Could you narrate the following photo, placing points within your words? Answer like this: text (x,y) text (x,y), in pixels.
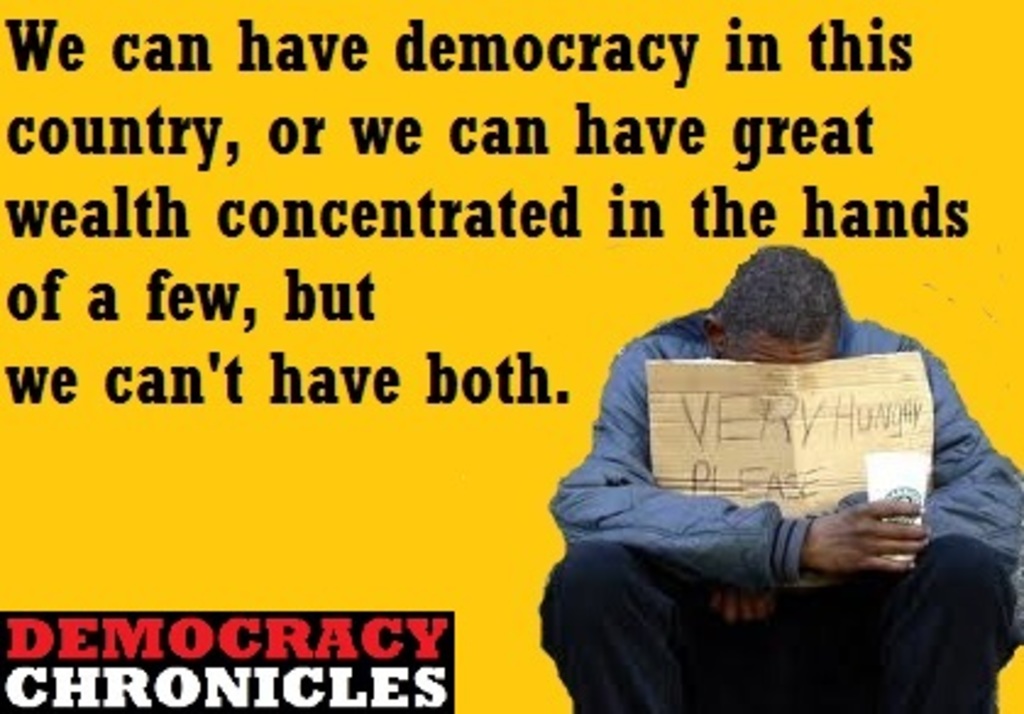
In this image I can see a person (677,566) is in a squat position and holding a board (793,449) and a glass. Here I can see something written on the image. The background of the image (137,445) is yellow in color.
